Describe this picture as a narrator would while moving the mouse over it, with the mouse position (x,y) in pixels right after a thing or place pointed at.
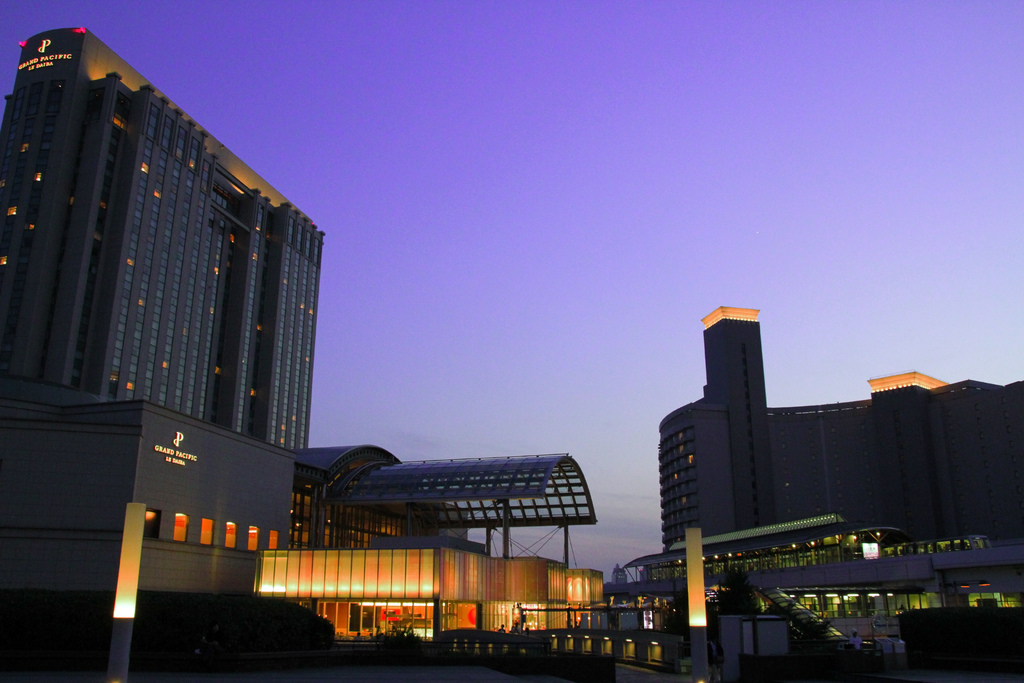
In this picture I can see there is a building (201,243), it has glass windows (48,92) and there is a name board (181,449) on the building (24,68) and there is another building (847,442) on right side (837,412). The sky (621,419) is clear.
